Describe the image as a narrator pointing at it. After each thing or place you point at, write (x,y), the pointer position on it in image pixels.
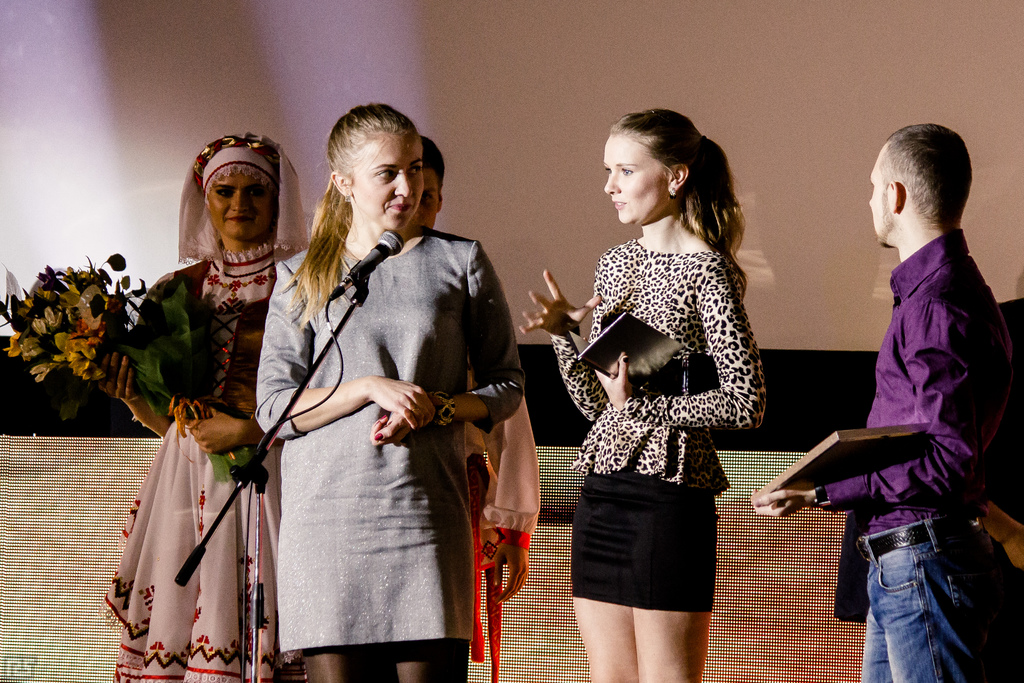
In the foreground (724,233) I can see five persons (518,575) are standing on the stage (784,574) in front of a mike (254,598) and holding books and a bouquet (192,408). In the background (762,139) I can see a wall (151,44). This image is taken may be in a hall (739,582).
